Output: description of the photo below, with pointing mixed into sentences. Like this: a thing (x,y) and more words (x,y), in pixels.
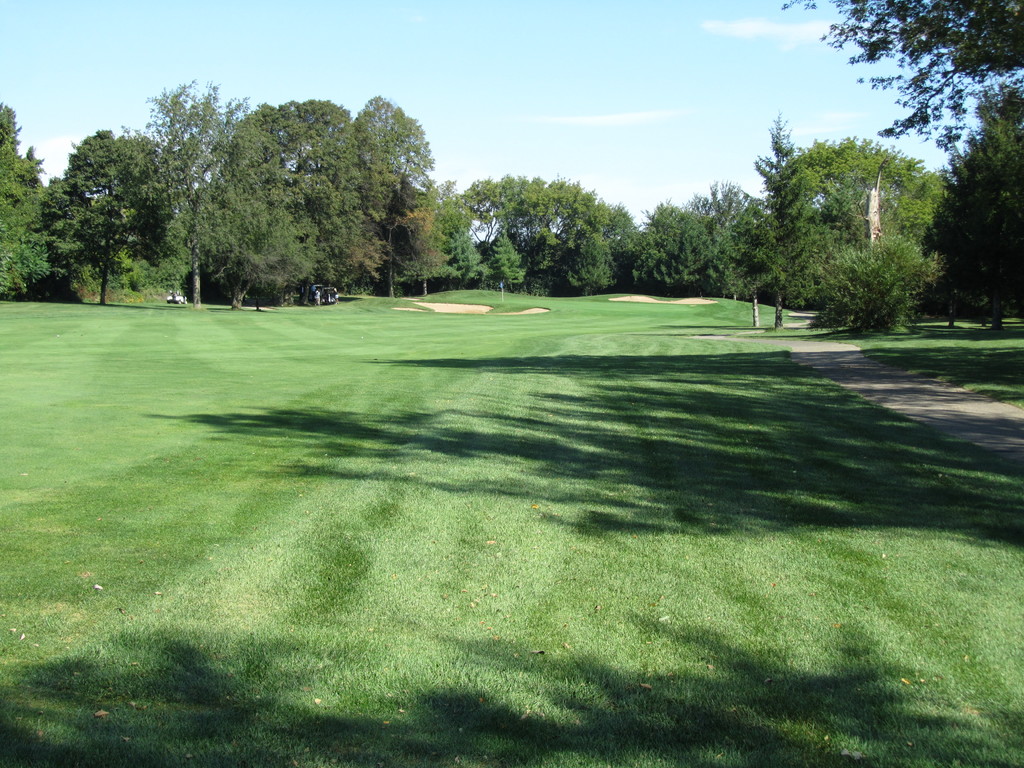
In this picture I can see trees (342,263) and grass (346,547) on the ground (446,564) and I can see a blue cloudy sky (509,96).
